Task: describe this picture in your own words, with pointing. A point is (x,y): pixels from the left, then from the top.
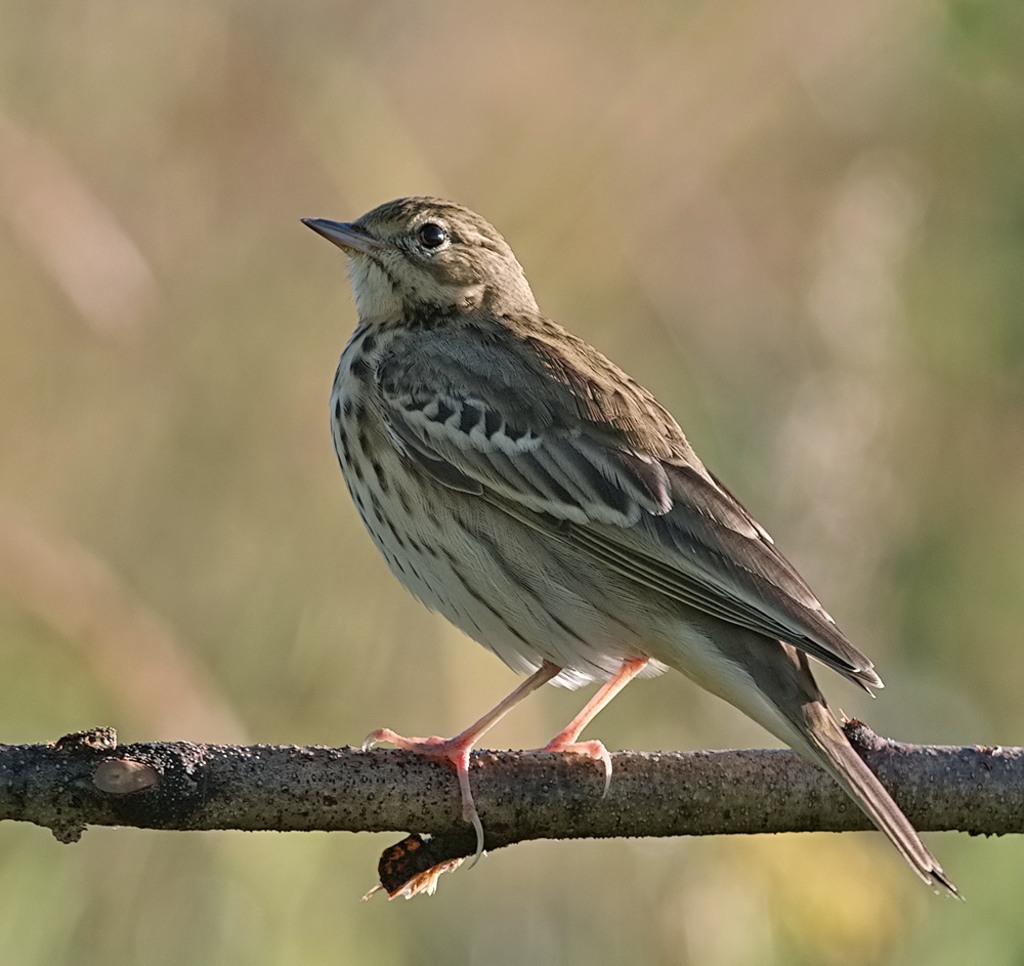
In this image we can see a bird (485,569) on a branch (374,756) of a tree (252,766).
